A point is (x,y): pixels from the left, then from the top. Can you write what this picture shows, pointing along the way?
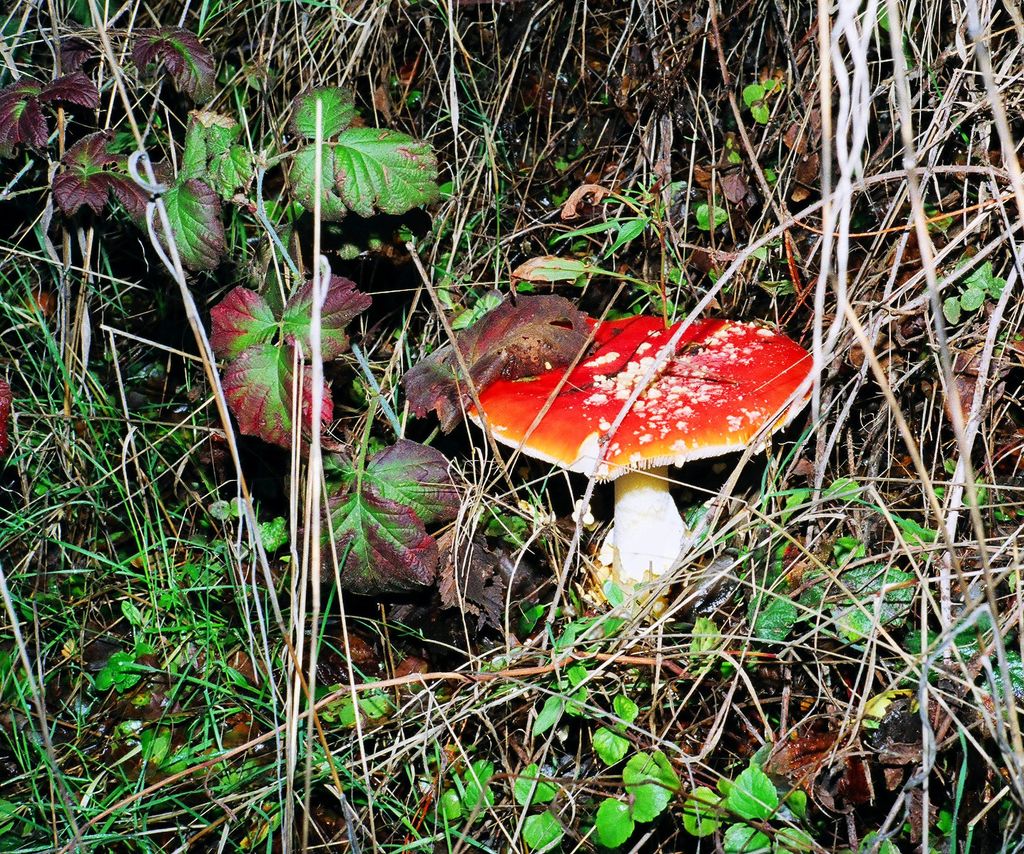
In the foreground of this image (693,586), there is a mushroom (663,401), few plants (328,195) and the grass (997,92).
